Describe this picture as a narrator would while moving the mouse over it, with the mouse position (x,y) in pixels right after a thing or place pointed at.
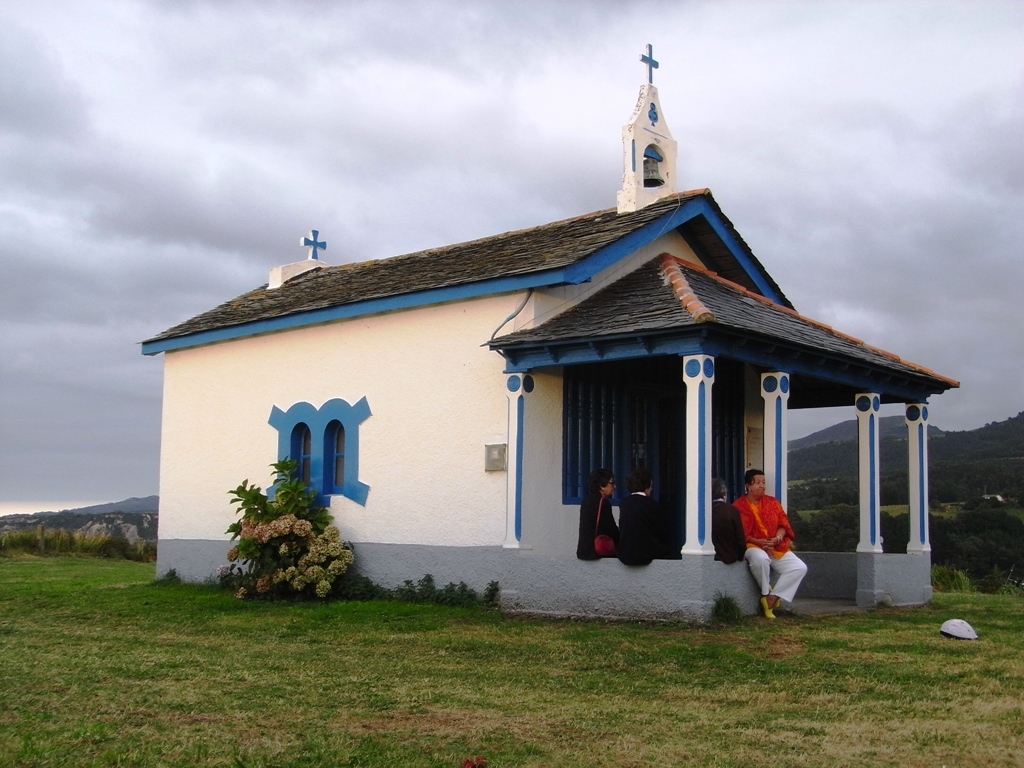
In this picture there is a woman (772,523) who is wearing red top (780,533), trouser (795,576) and shoe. She is sitting on the wall (720,574), beside her we can see another women (629,499) who are wearing a black dress (633,519). Here we can see a plant (321,528) near to the window (340,424). In the center (589,472) there is a church (432,335). On the bottom (485,701) we can see grass (341,767). In the background (824,445) we can see mountains (895,465) and trees (931,470). On the top (529,96) we can see sky (525,105) and clouds (491,102).
